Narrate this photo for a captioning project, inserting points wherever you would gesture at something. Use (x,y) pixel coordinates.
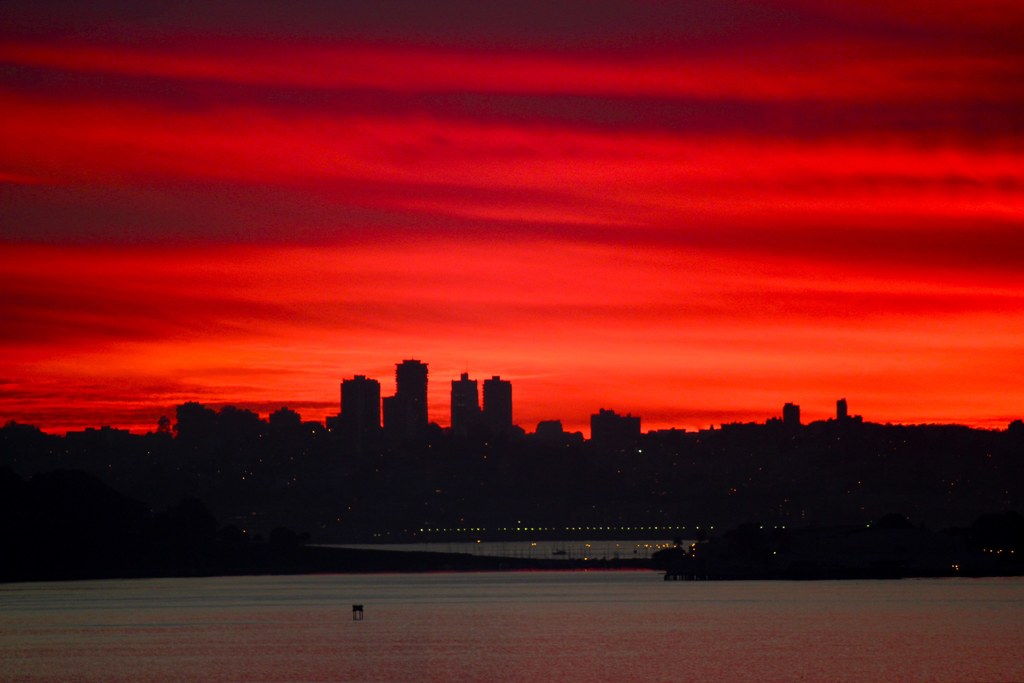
At the bottom of the image (469,621) there is water (394,621). In the background (325,458) there are buildings (413,503) and there are lights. At the top of the image (528,153) there is sky (472,239).
